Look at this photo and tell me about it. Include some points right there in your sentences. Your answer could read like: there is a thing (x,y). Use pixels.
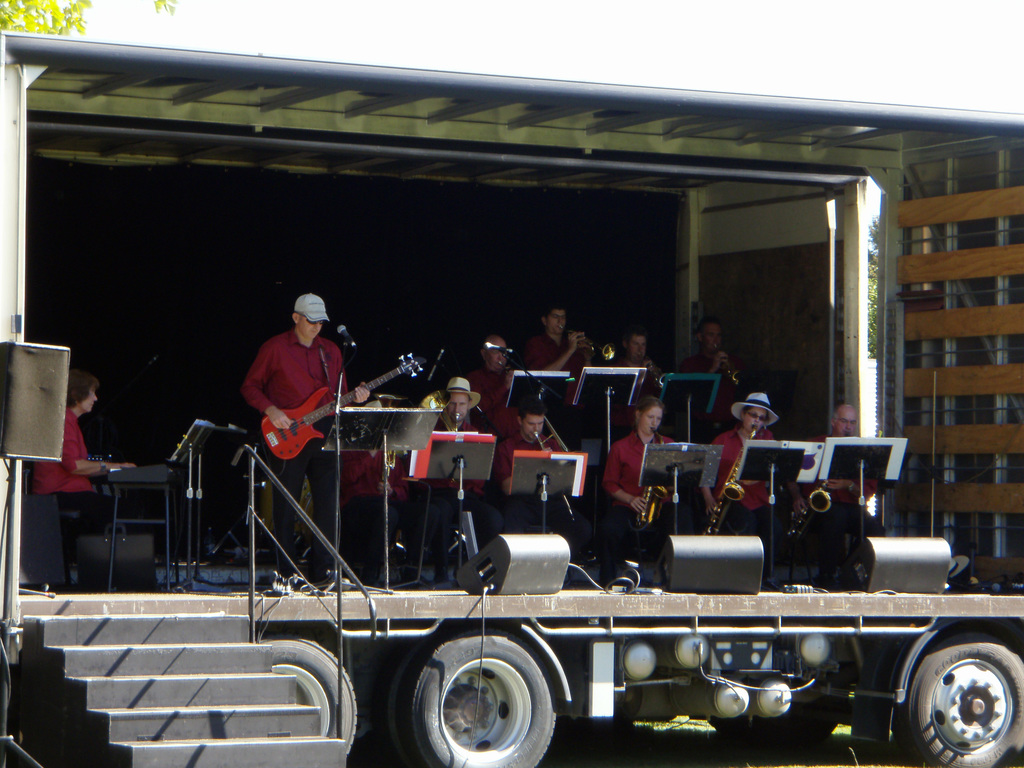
This picture is of outside. In the foreground (485,659) we can see the wheels (512,710) of a vehicle (855,664) and a staircase (206,650) with the handrail (248,531). In the center (681,489) we can see a vehicle (610,297) which is open and there are group of persons (562,358) playing trumpet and we can see the stands (449,450) on which the papers (803,444) are placed. In the center (365,386) there is a man (287,354) wearing red color shirt (287,376), playing guitar (295,420) and standing. There is a microphone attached to the stand (338,484). On the left (78,426) there is a person (74,463) sitting on the chair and we can see a musical instrument (139,477) placed on the top of a table (121,522) and a box (125,555) placed beside him. On the right corner (978,337) we can see a wooden frame (974,199) and in the background (756,31) there is a sky (416,29) and a tree (52,13).
